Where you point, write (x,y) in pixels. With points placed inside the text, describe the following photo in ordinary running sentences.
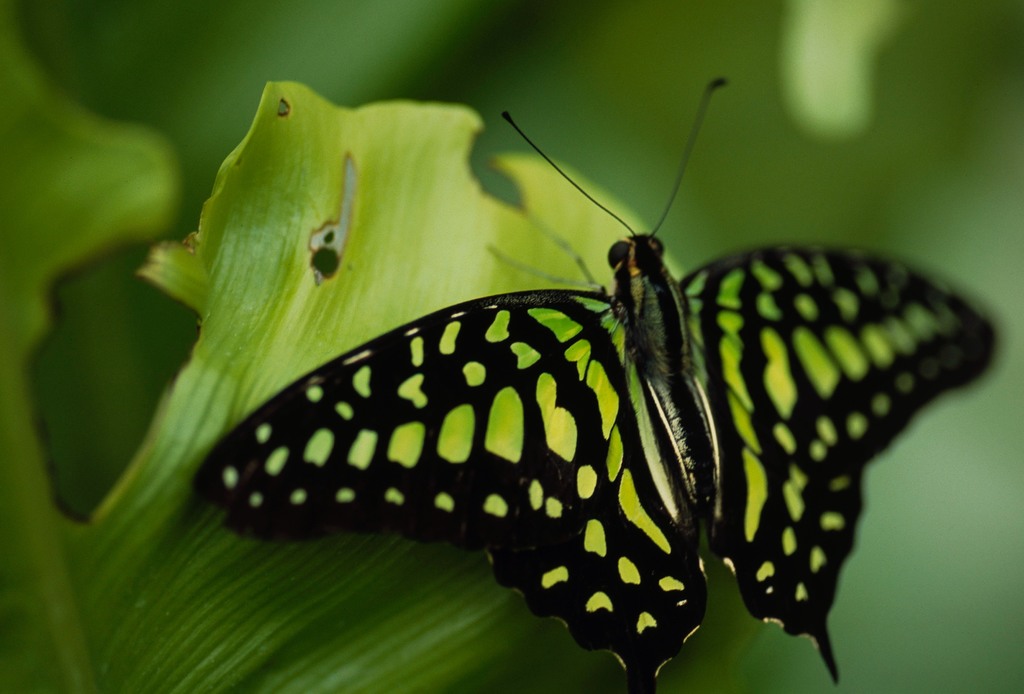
In this image there is a butterfly (680,379) on a leaf (306,252). The background (413,15) is blurry.
